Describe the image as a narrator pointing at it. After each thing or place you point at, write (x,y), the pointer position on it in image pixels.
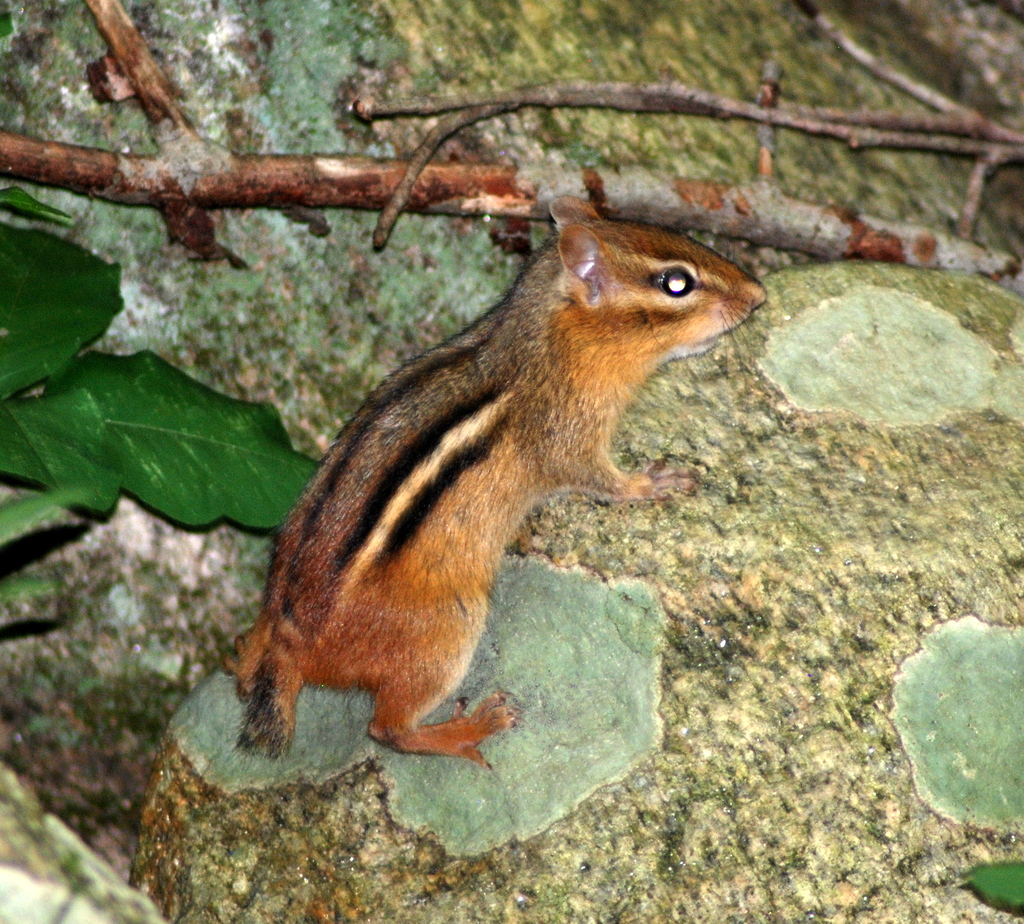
In this image I can see a brown colour squirrel (471,472), few sticks (729,204) and few green colour leaves (47,471).
